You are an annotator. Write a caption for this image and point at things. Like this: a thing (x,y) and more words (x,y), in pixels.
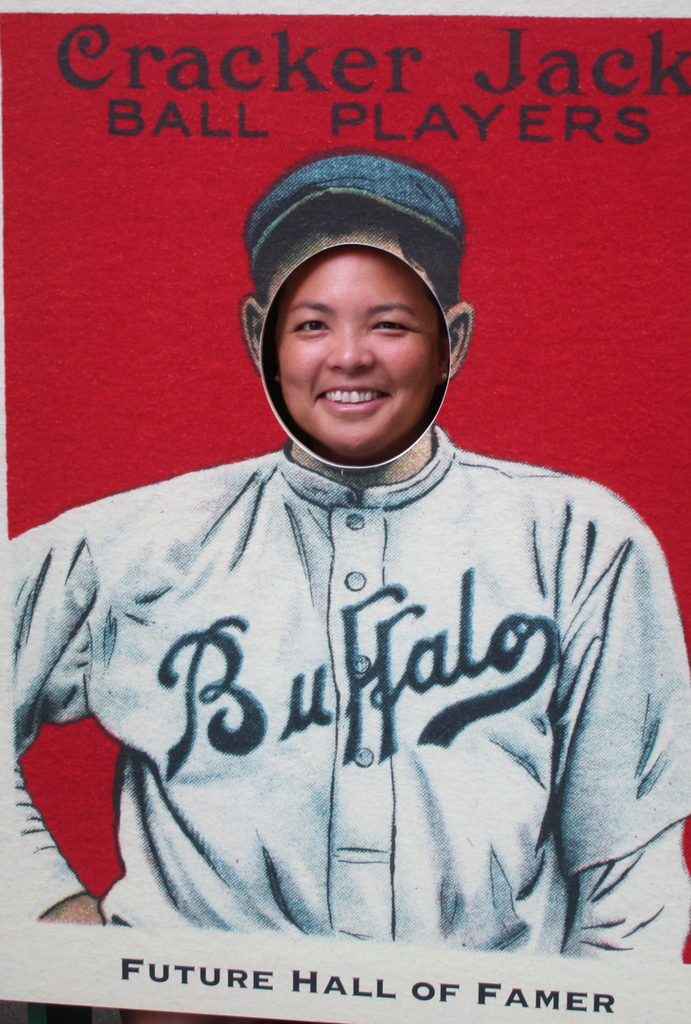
This is a poster and in this poster we can see a person (327,506) smiling and some text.
